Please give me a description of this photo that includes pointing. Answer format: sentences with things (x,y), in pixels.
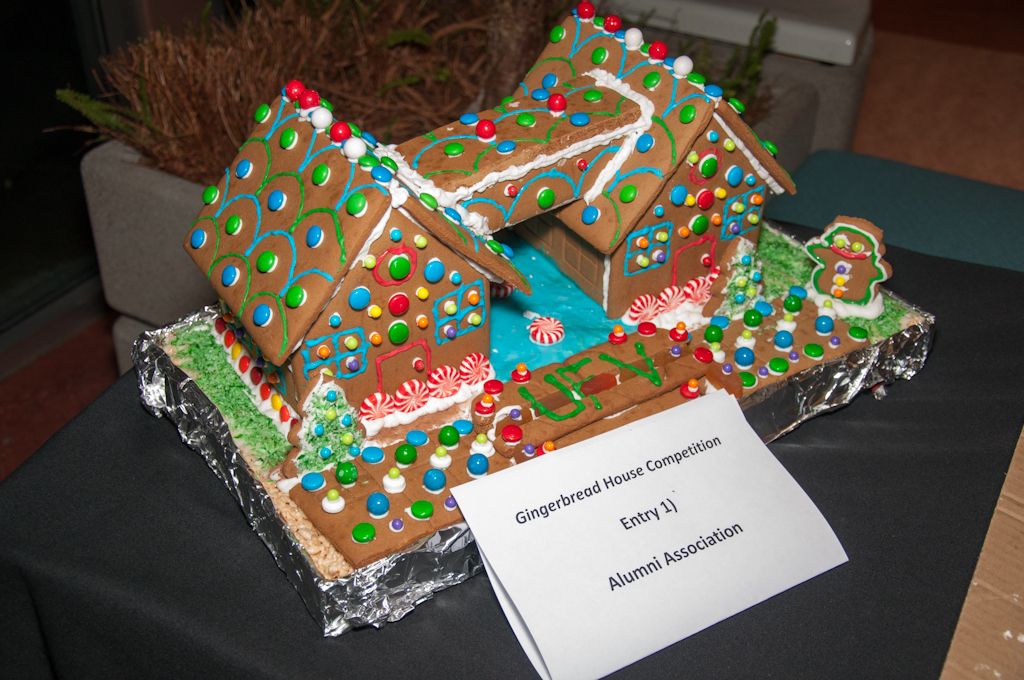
In this picture there is a gingerbread house (660,298) in the center of the image (619,228) and there are plants (367,87) at the top side of the image (315,50).
